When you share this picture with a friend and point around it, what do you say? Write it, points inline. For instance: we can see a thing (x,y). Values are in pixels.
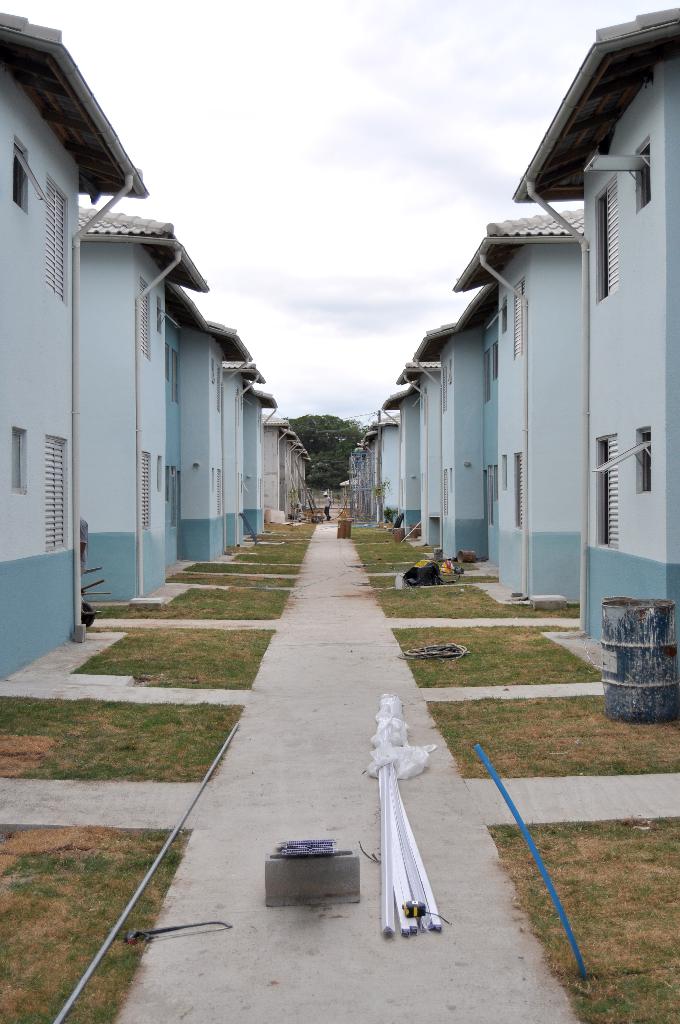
In the picture we can see a pathway (327,572) and on the other sides we can see a grass surface (225,718) and house buildings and in the background (317,385), we can see a person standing and behind him we can see trees (336,419) and sky (299,229) with clouds (329,326).
